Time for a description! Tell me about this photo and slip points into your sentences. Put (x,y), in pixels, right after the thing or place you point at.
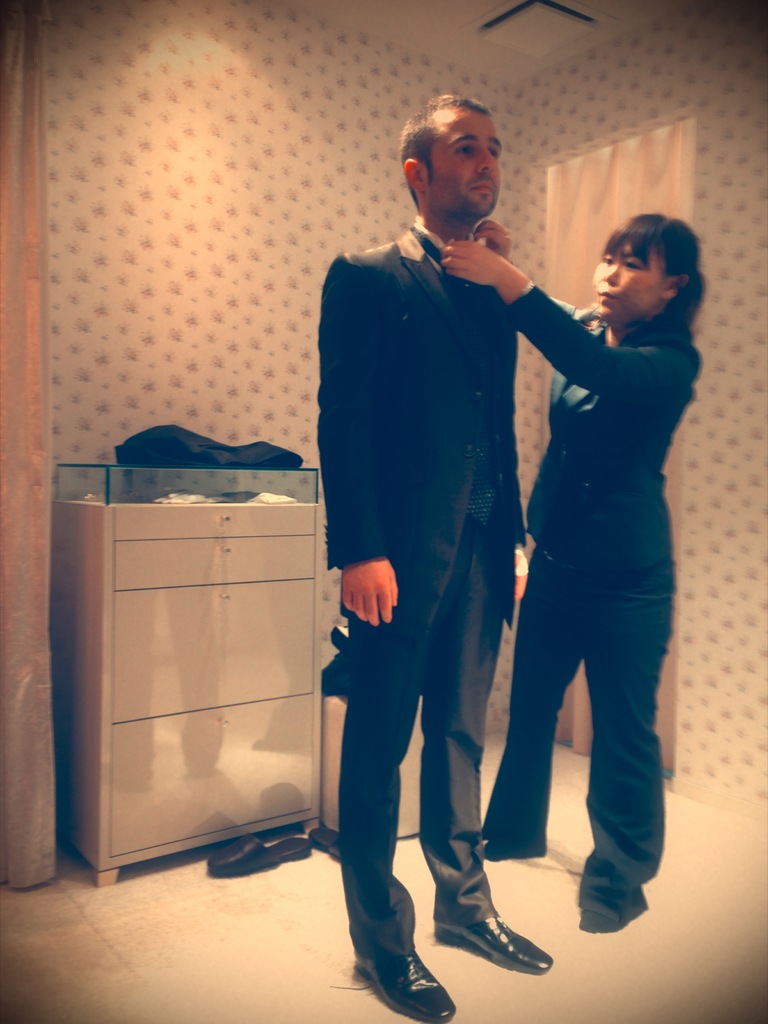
In this image there is a man (368,572) standing on the floor (418,923). Beside him there is a woman (489,263) who is setting his collar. In the background (218,184) there is a wall (239,192). In front of the wall (178,396) there is a cupboard (218,578). On the cupboard (231,553) there is a cloth (158,444). On the left side (41,398) there is a curtain (27,396). On the floor (317,907) there are shoes (261,852).
